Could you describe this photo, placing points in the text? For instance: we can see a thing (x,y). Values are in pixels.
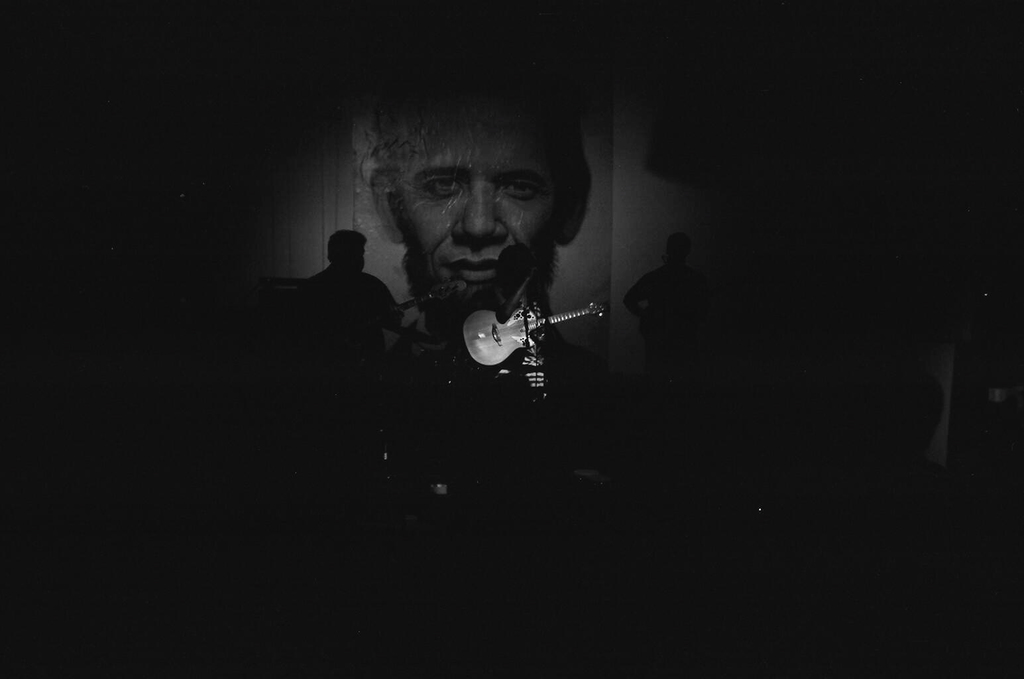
In this image I can see few people (646,317) are standing in dark. I can also see a guitar (520,318).
